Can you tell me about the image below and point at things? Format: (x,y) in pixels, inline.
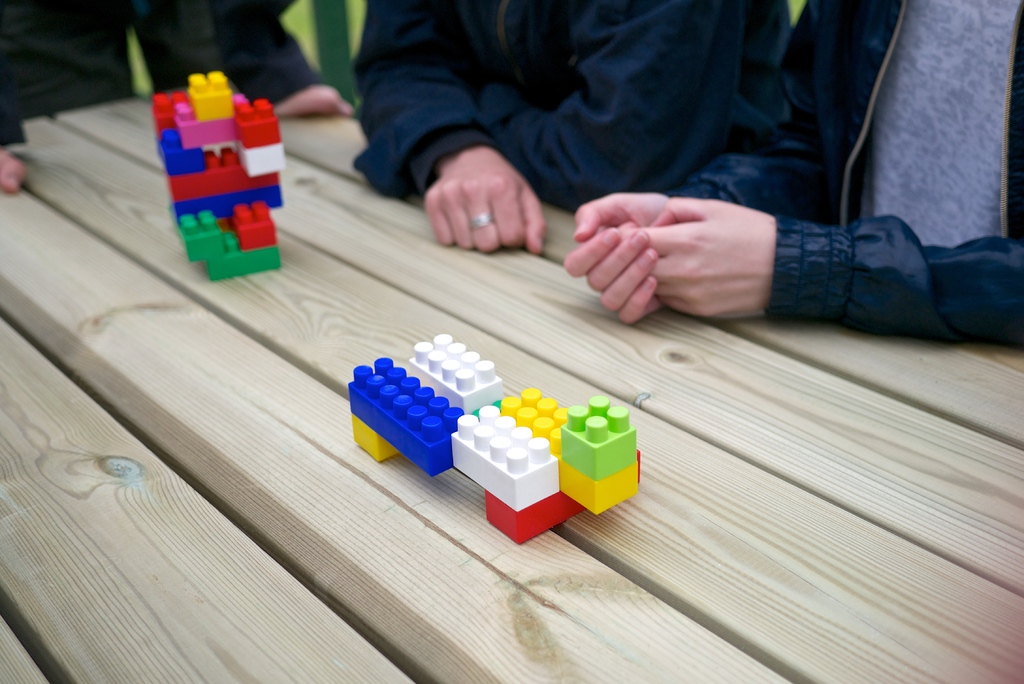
In this picture I can see building blocks (248,210) on the table (306,171) and I can see few people (775,113).
